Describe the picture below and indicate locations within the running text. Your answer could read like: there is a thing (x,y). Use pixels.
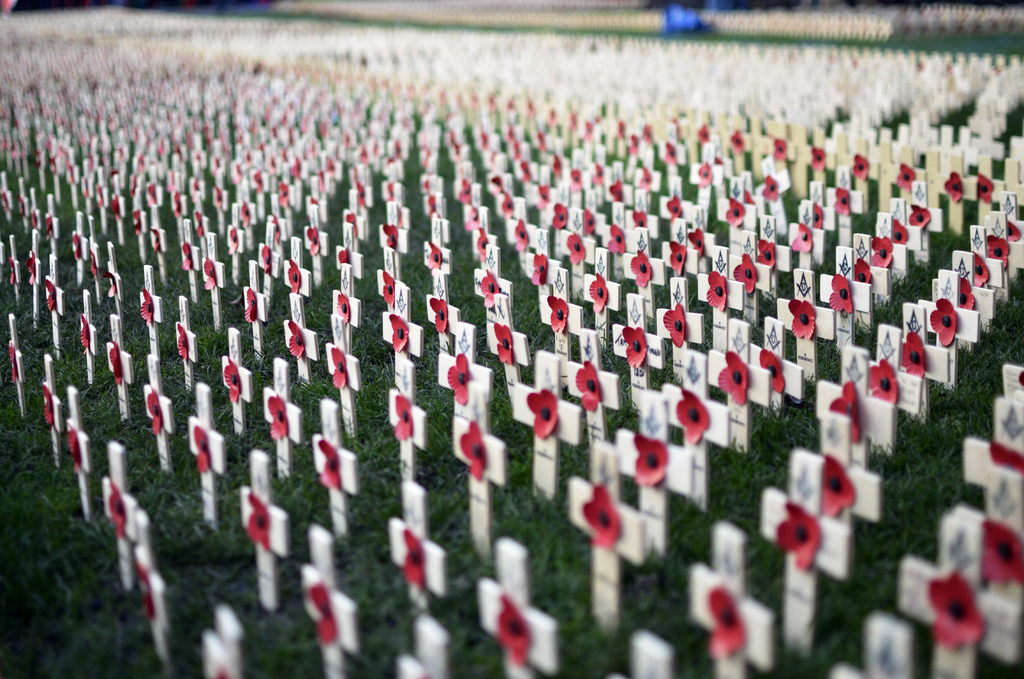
In this picture I can see so many holy cross symbols (568,307) with flowers (541,415) attached to it, on the grass (133,265), and there is blur background (905,17).
